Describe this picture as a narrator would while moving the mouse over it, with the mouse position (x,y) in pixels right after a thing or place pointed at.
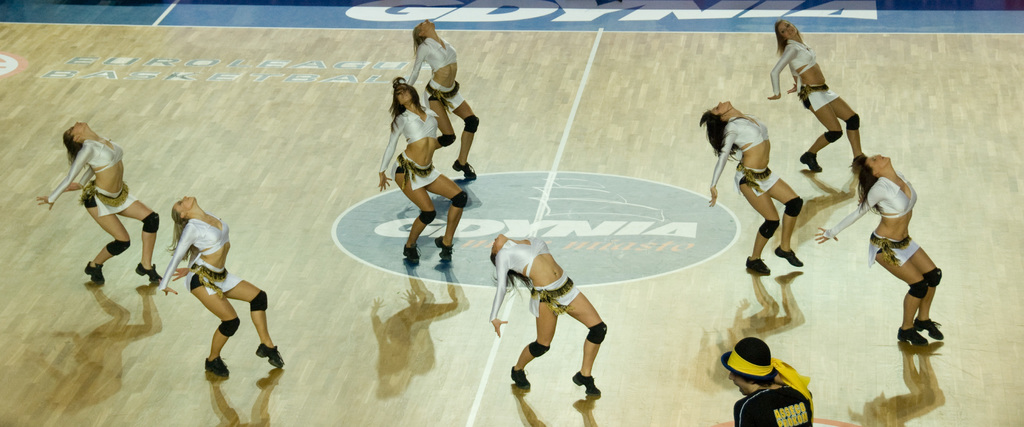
In the image there are few cheer girls (544,345) in white dress (749,132) dancing on the wooden floor (607,52).
